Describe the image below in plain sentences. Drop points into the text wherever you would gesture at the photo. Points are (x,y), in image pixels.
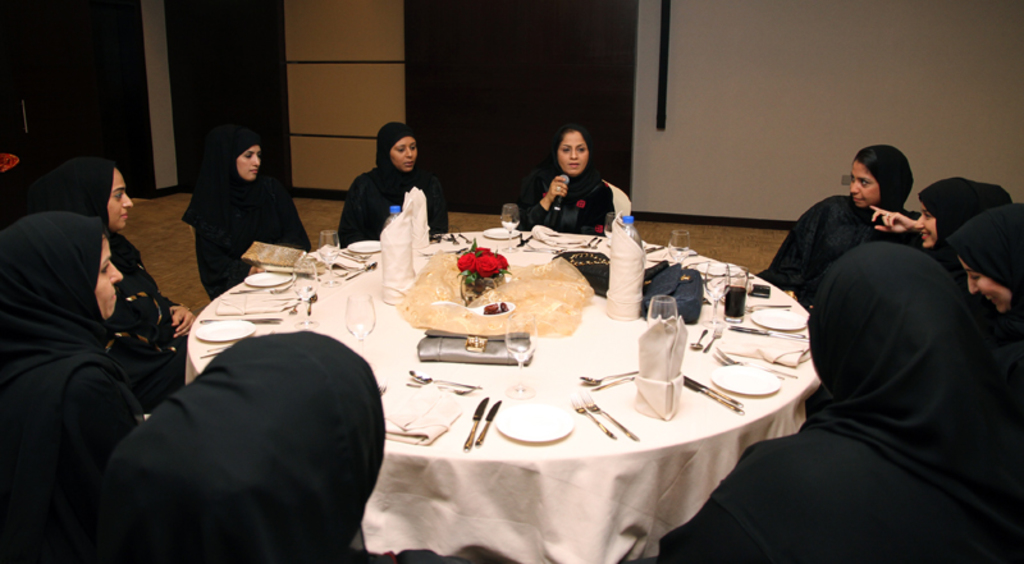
In this picture there are a group of people (911,214) sitting in a circle and they have a table (708,425) in front of them which has two water bottles (624,230) some glass (351,318), plate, knife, napkins (451,404), spoons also there is a beverage glass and in the background (147,184) there are doors (241,65) and there is a wall (731,115).
